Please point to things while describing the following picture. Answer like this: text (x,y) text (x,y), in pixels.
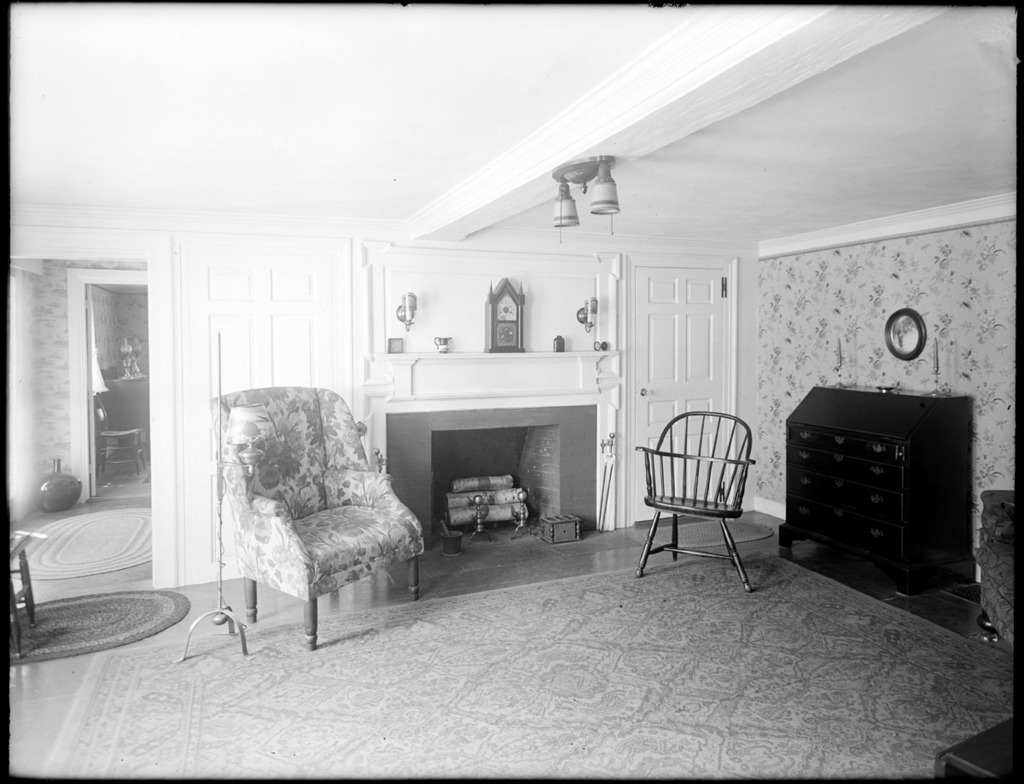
In the image there is a armchair (303,530) and desk (849,490) at the wall (374,228), this seems to be a living room (930,299), there is a fireplace (471,443) at the middle of the room (523,429) and there are mat (131,605) at the left side (93,555) and over the ceiling (544,219) there are lights (564,215) are over the right side wall (884,292) there is a picture (914,326).
